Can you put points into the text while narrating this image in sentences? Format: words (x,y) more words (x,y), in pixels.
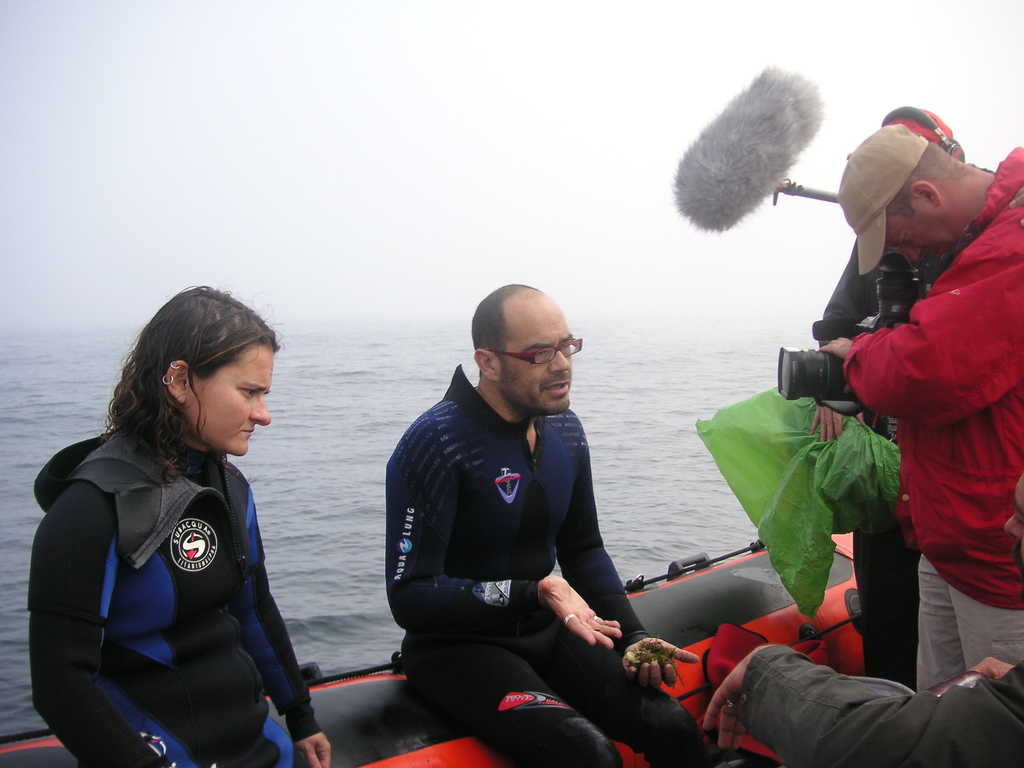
In this picture can see some people (889,610) sitting on the boat (423,744). On the left (130,410) there is a woman (245,591) who is wearing wetsuit (148,498) Beside her we can see a man (537,340) wearing spectacle (534,352) and wetsuit (591,711). On the right (970,621) there is a man (928,457) who is holding a camera (889,326). Beside him we can see another person (870,285) who is wearing headphone (929,125), cap (931,123), t-shirt (848,297) and holding a mic (758,141). On the bottom right corner (802,578) we can see bags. In the background (745,359) we can see ocean (584,345). At the top (319,81) we can see sky (269,60) and clouds (269,91).
